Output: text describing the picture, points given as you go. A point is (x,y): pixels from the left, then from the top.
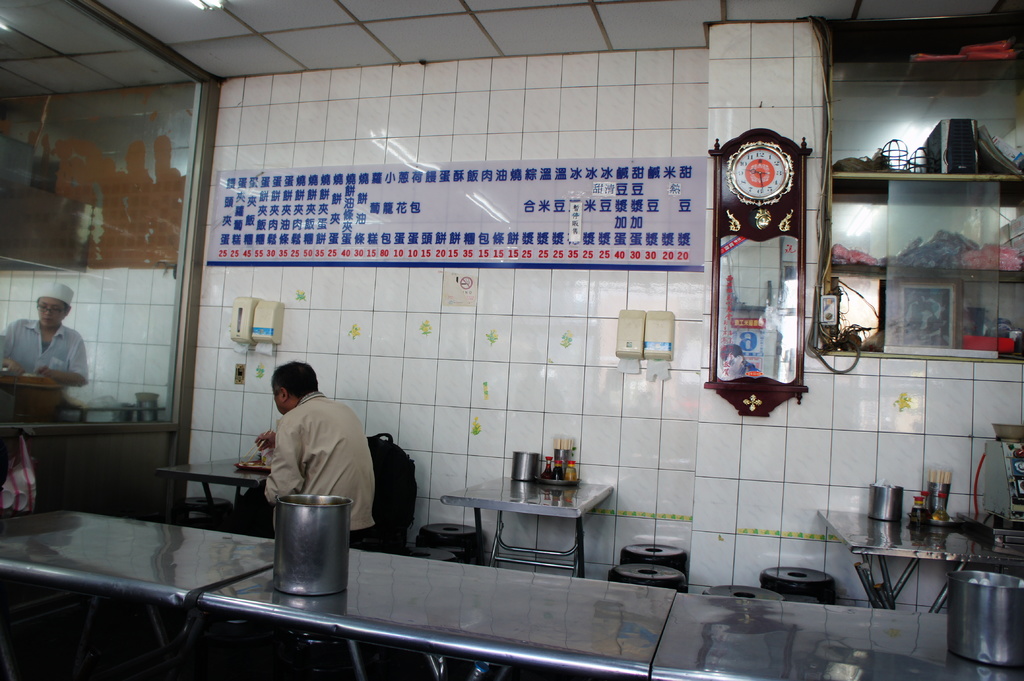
In this image, we can see some tables (526,495) contains bottles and mugs (303,518). There is a person (302,426) in the middle of the image (345,430) sitting in front of the table (226,485) beside the wall (640,417). There is a clock (759,323) on the wall (591,433). There is cupboard (973,182) in the top right of the image (918,57). There is an another person (28,356) on the left side of the image (31,336). There is a ceiling (608,16) at the top of the image.
